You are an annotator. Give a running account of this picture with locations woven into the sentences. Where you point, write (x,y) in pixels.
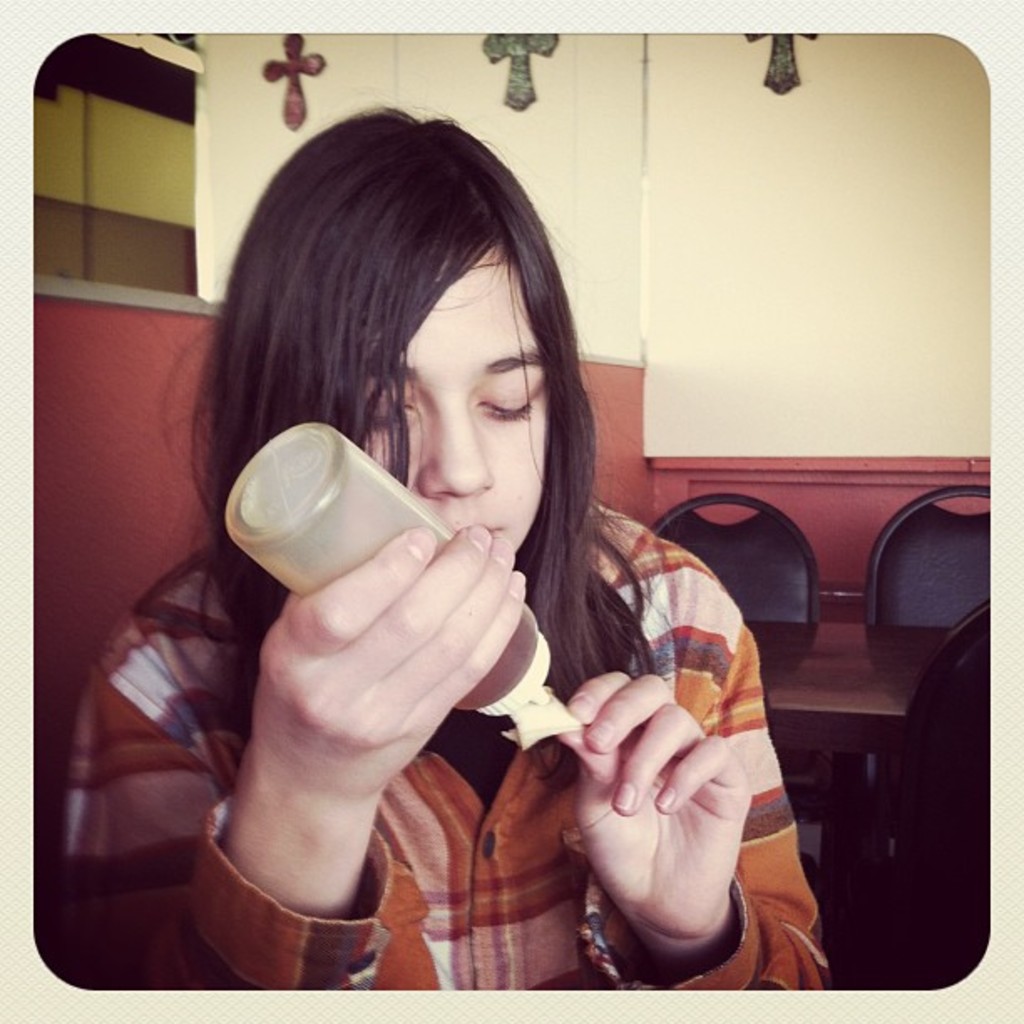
In the center of the image (558,529) we can see a lady (465,582) is present and holding a bottle (521,676) in her hand (394,673). In the background of the image (187,240) we can see a wall (704,476), chairs (884,621), table (903,632) are present.
